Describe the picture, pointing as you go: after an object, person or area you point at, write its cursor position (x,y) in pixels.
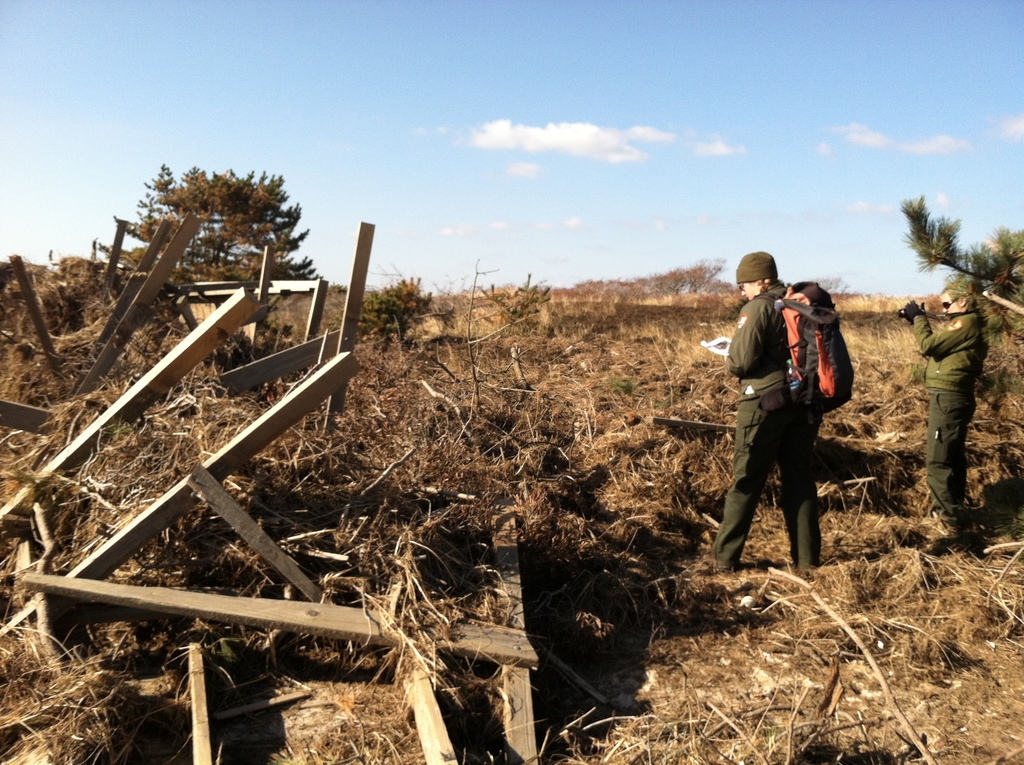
There are two people (787,439) standing. This person (927,369) is holding a camera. I can see the kind of wooden poles (236,302). This looks like the dried grass (611,438). These are the trees (256,206). I can see the clouds (596,139) in the sky (632,26).
